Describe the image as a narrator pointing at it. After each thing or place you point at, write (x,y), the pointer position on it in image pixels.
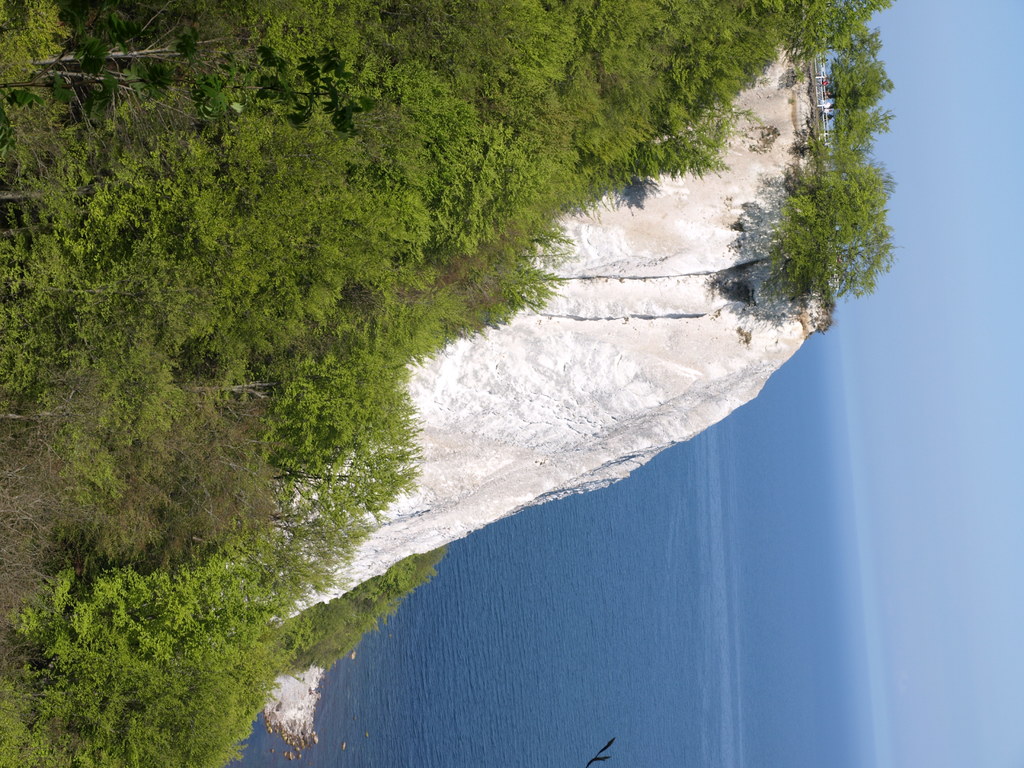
On the left side of the picture (81,276) there are trees (262,401). In the center of the picture (556,381) there is a hill (557,338). In the foreground (532,669) towards right (799,514) there is water (816,463). On the right (940,417) it is sky (979,440), sky (989,426) is clear and it is sunny. At the top (817,89) towards right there is a building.
